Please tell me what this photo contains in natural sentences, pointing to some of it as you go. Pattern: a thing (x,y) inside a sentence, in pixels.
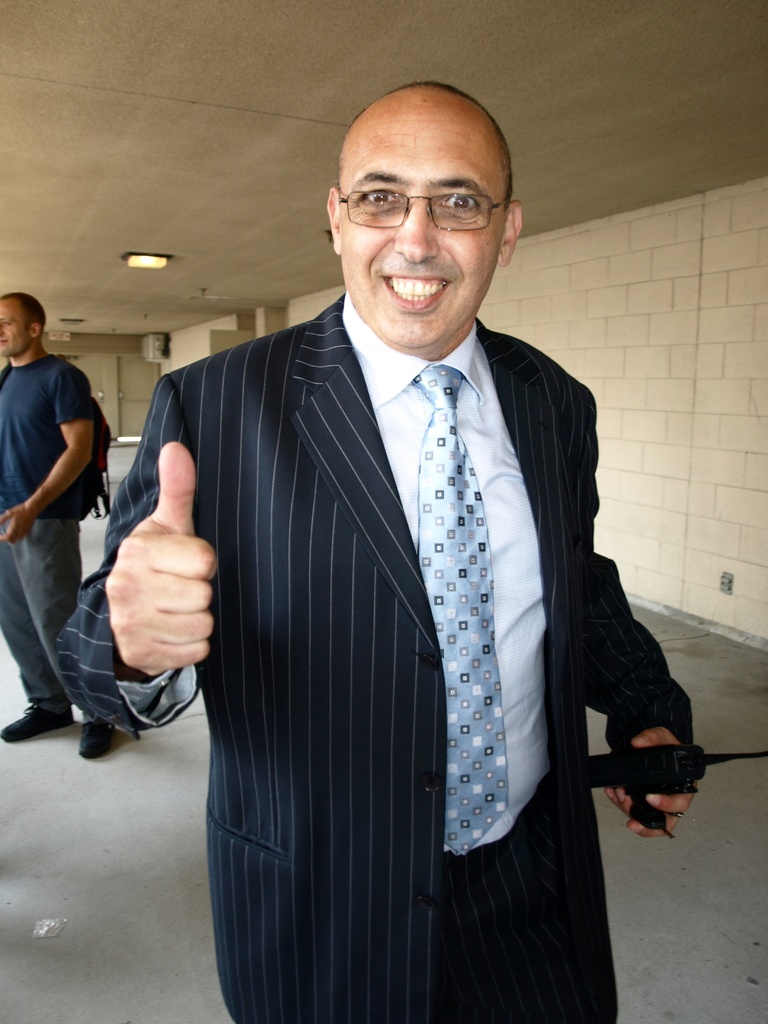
In the center of the image (465,454), we can see a person (412,580) standing and wearing glasses (402,211) and wearing a coat (329,455) and a tie (458,483) and holding some objects (672,754). In the background (75,392), there is an other person (61,407) standing and wearing a bag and there is a wall (494,289) and at the top (142,272), there is a light (151,258) and a roof (161,206). At the bottom (127,846), there is a floor (106,882).
